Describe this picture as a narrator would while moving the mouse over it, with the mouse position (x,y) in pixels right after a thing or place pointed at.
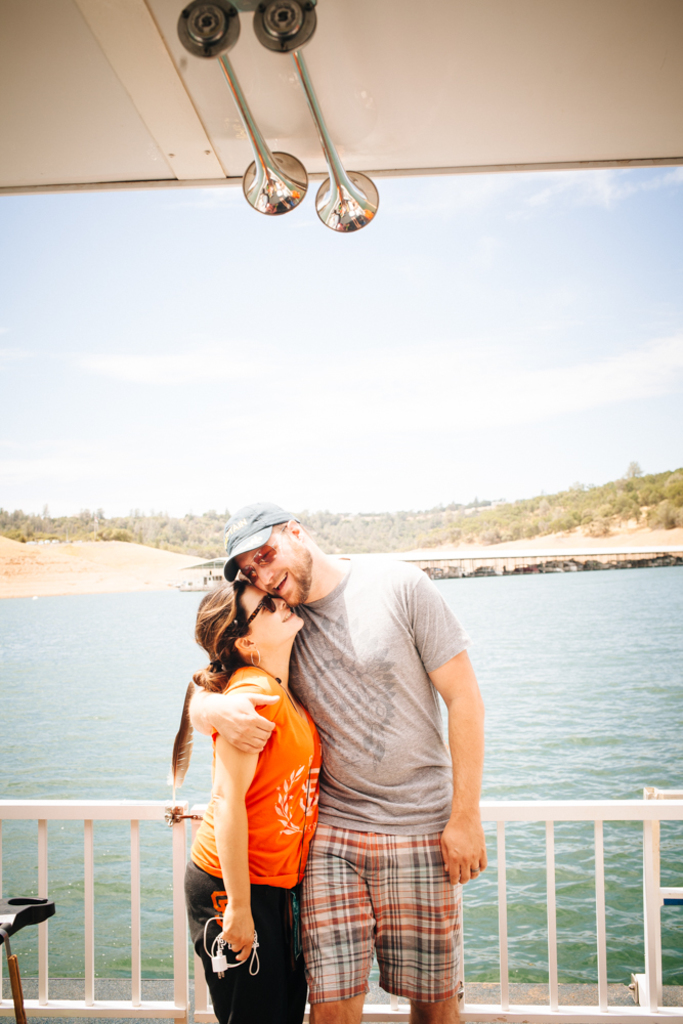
In this image I can see a man (322,767) and a woman (248,836) are standing, the railing (503,892) behind them and few objects (331,199) are attached to the ceiling (291,118). In the background (509,671) I can see the water (545,676), few trees (106,533), the ground (111,556) and the sky (475,377).
